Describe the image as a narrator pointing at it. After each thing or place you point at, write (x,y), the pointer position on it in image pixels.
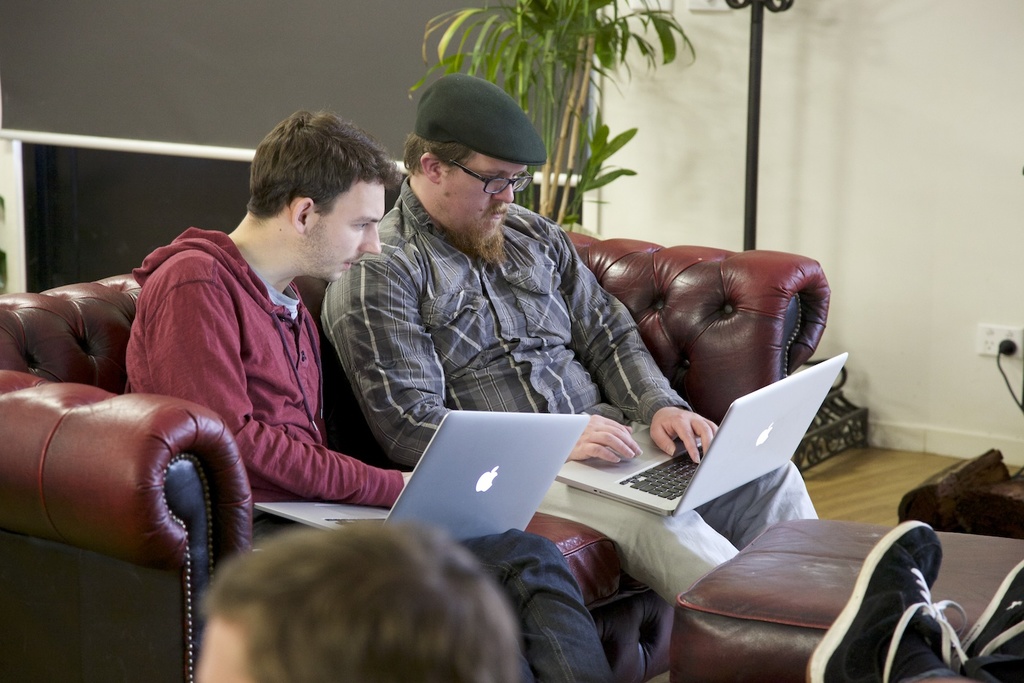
In this picture we can observe two persons (238,360) sitting in the brown color sofa (104,419). They were holding laptops (469,466). One of the men (407,473) was wearing a maroon color hoodie (231,346) and the other was wearing a shirt (422,318), spectacles (491,181) and a cap (490,125) on his head (442,162). On the right side (888,612) we can observe black color shoes (942,643). In the background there is a plant (564,77) and a pole (749,165). We can observe a wall (855,133) here.
